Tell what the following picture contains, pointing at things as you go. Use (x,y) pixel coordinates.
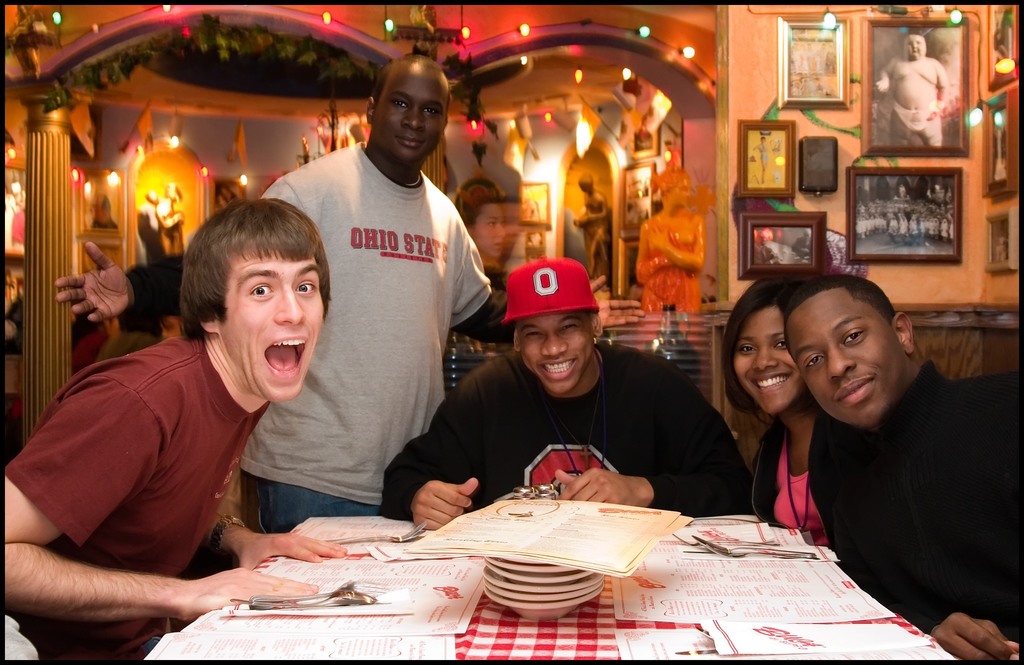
This picture is taken inside a restaurant (597,155). There are few people (595,368) sitting on chairs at the table (507,652). On the table (462,649) there are pile of plates (548,610) and menu cards (705,581). In the background (717,83) there is wall (736,121). There are picture frames (820,88) and fairy lights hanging to the wall (707,40). There are sculptures (659,182) behind them.
